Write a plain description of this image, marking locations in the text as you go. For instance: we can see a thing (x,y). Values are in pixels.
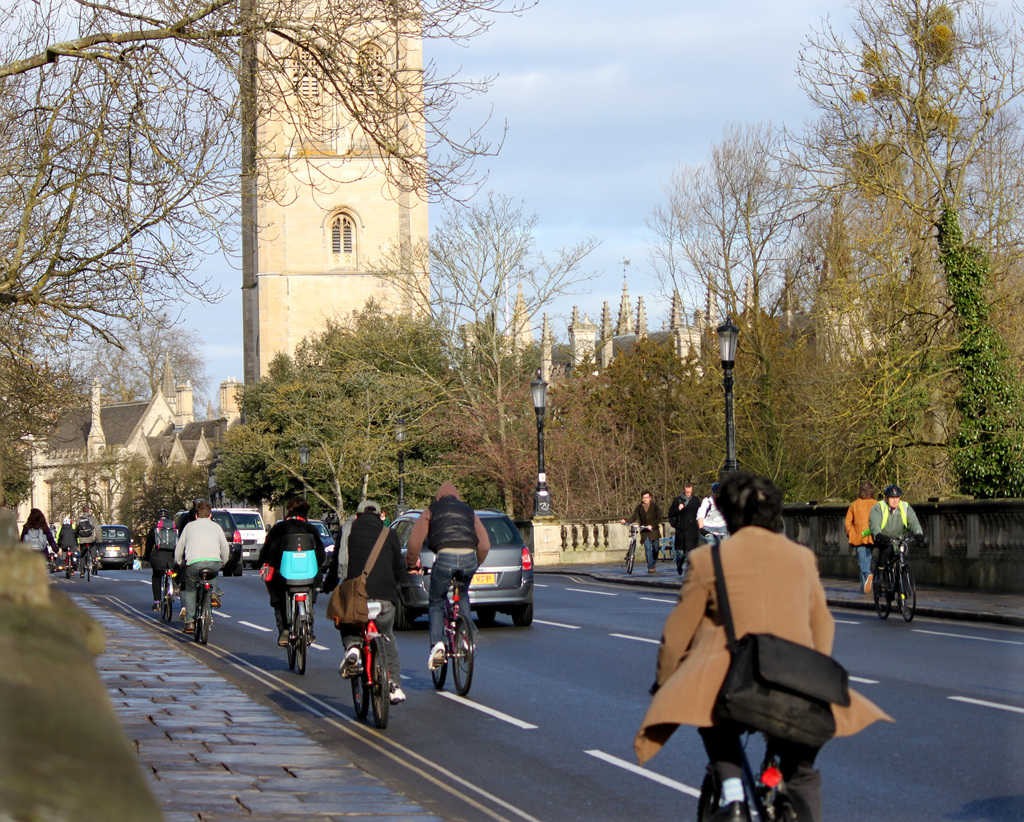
In this image I can see group of people (389,568) riding bicycles (747,756) on the road (762,750), I can also see few vehicles (405,574), light poles (730,380), trees (485,384) in green color, buildings (277,286) in cream color and the sky (633,151) is in white and blue color.
